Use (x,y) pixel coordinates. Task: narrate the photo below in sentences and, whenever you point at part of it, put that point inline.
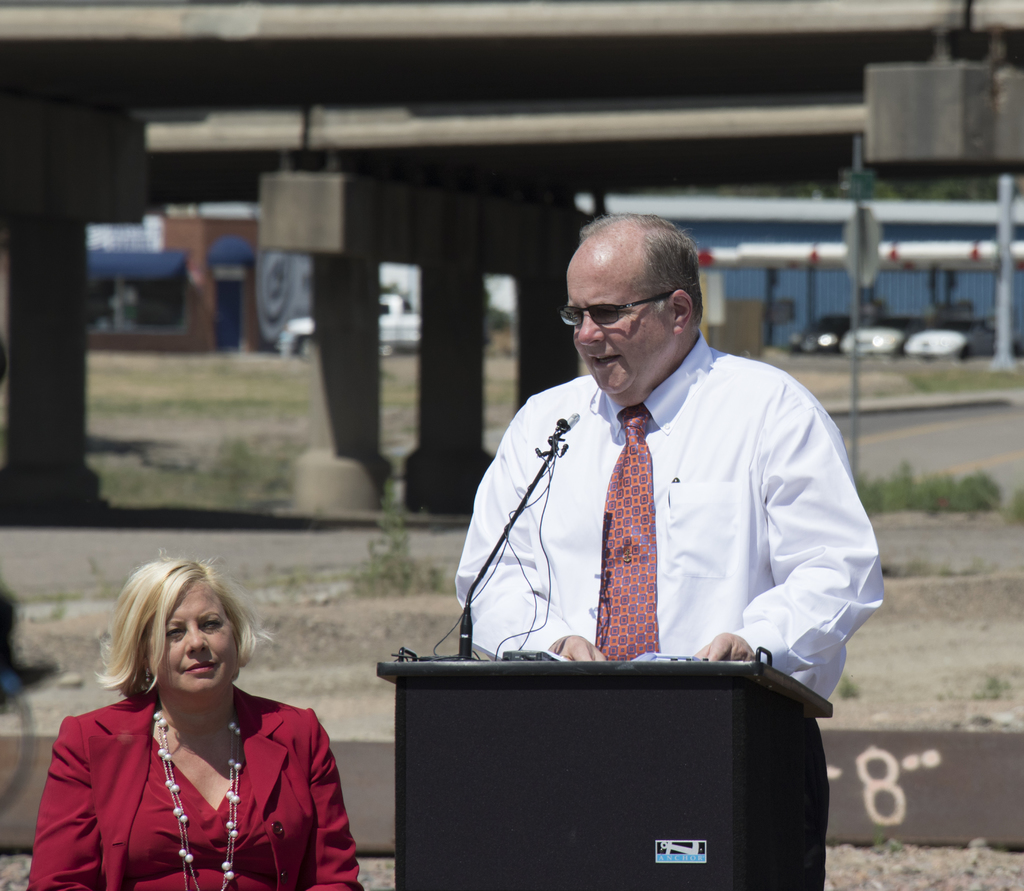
In this image there is a man (641,501) standing in front of a podium (600,706), beside the man (645,432) there is a bench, on that bench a woman (342,839) is sitting, in the background (434,93) there is a bridge (607,123) under a bridge (652,145) there are cars (872,344).
